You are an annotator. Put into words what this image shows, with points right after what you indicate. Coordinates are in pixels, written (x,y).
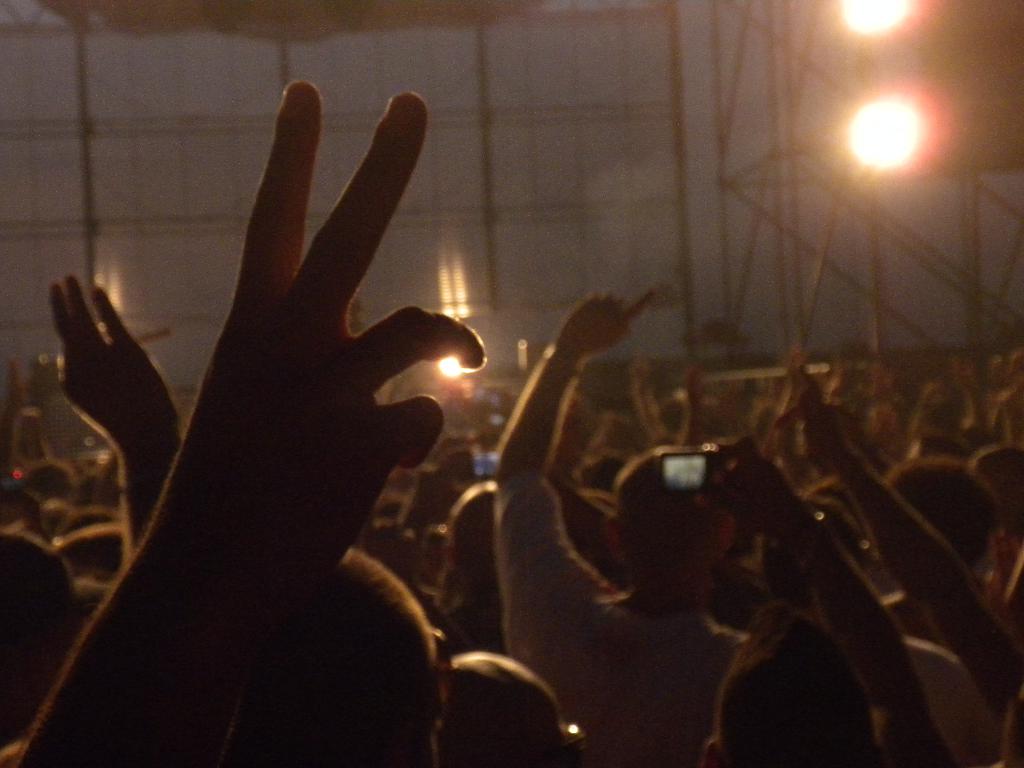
In this picture I can see few people (566,391) raising their hands (403,409) and a person (724,541) holding camera (697,469) in his hand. I can see few lights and may be those are metal rods (818,303) in the background (974,301).
